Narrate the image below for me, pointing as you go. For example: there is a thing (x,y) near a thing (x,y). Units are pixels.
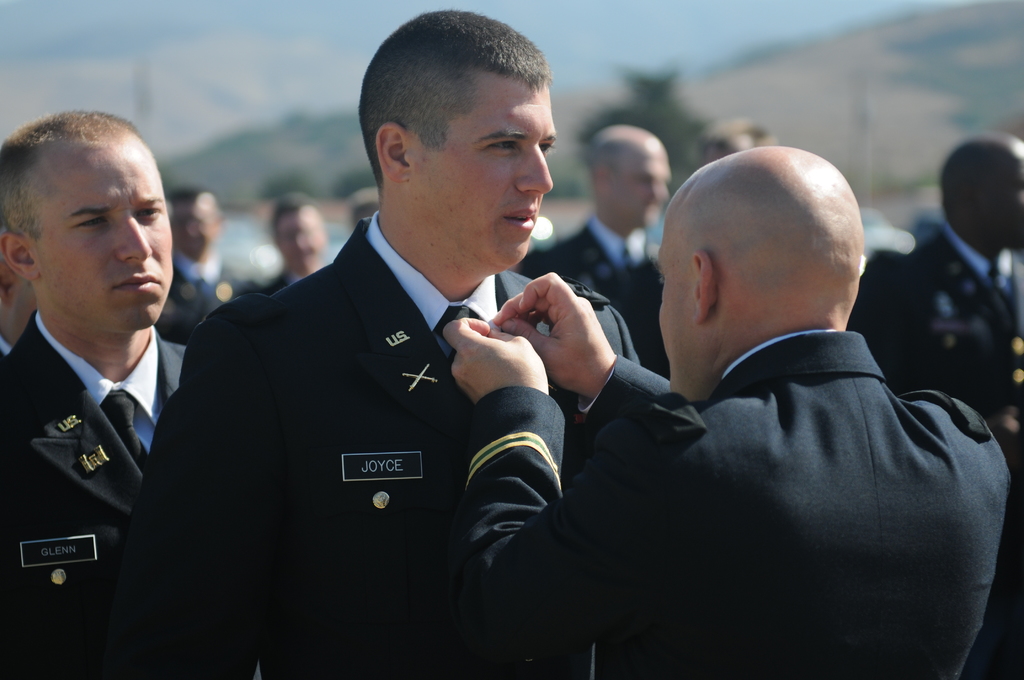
In this image, we can see a man (591,509) holding shirt (492,312) of an other man (434,336) and in the background (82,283), there are some other people (761,131).
